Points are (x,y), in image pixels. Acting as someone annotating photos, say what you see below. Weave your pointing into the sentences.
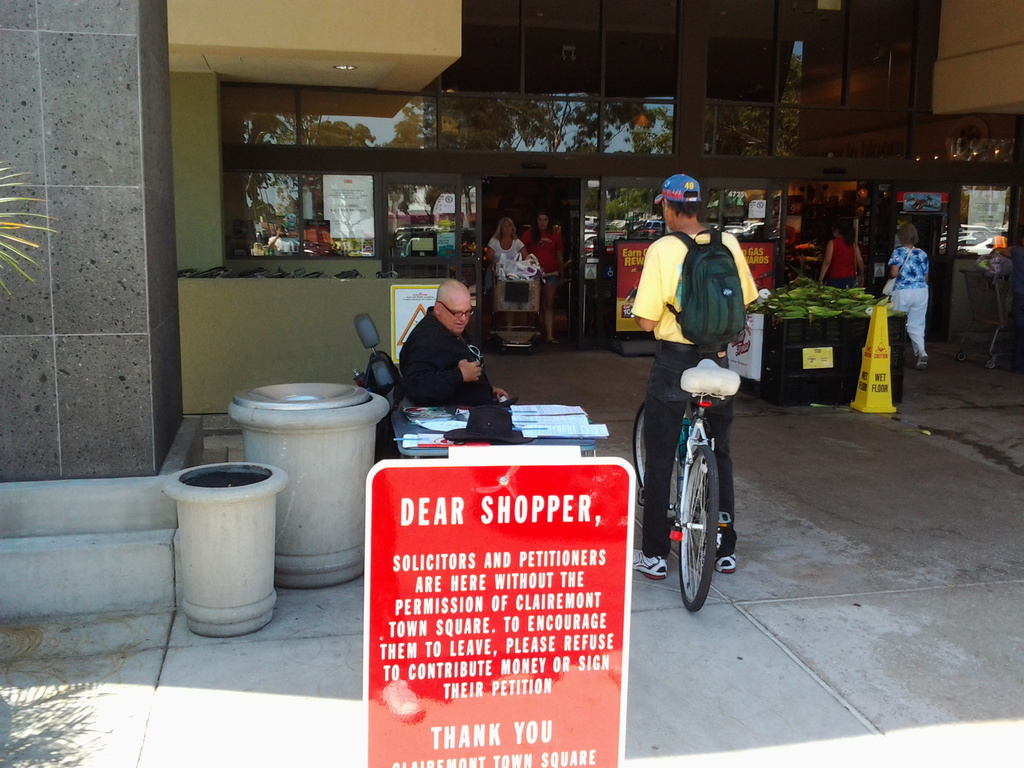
In this image, In the middle (493,504) there is a board (463,504) which is red color, In the right side (691,494) there is a man (673,428) standing on the bicycle (701,434), There is a man (452,402) sitting on the chair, In the background (793,378) there is a black color table (821,340) and yellow color stand (873,357), There is a yellow color wall (340,46), In the left side (95,244) there is a black color wall (76,171).
